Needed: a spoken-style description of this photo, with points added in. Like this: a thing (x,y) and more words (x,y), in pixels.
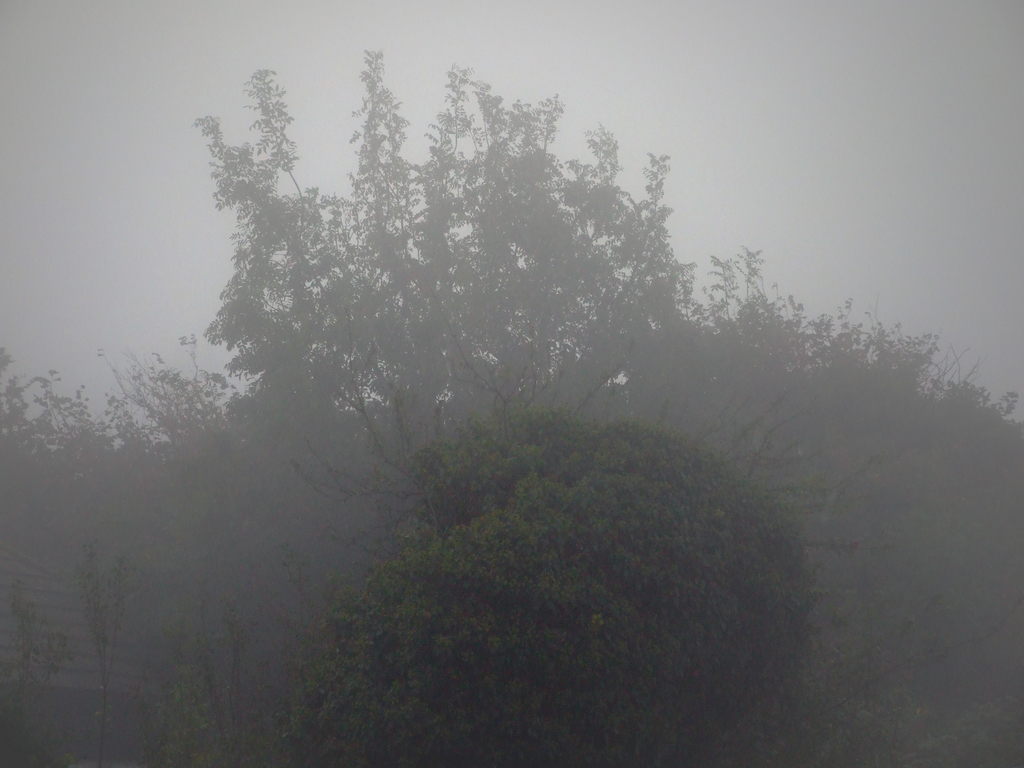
In this picture we can see few trees (615,422).
